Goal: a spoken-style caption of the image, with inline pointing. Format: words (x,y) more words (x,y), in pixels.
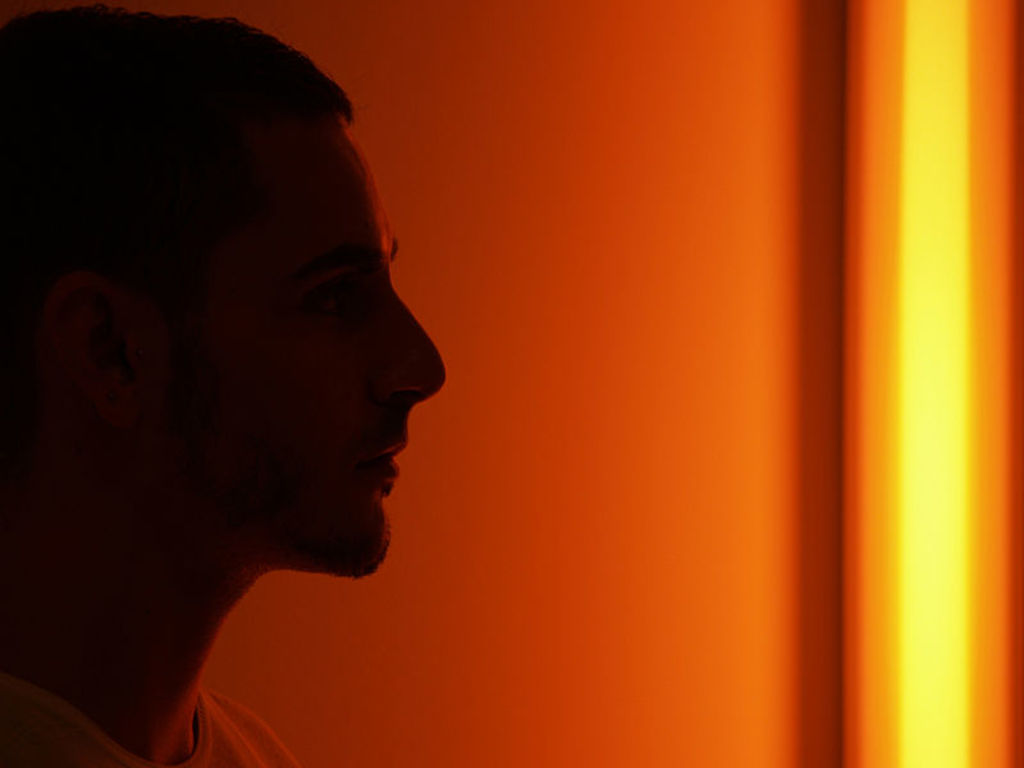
On the left (152,378) we can see a person (234,288). On the right (926,213) there is light (918,222). In the middle (542,462) it is wall (525,632).
